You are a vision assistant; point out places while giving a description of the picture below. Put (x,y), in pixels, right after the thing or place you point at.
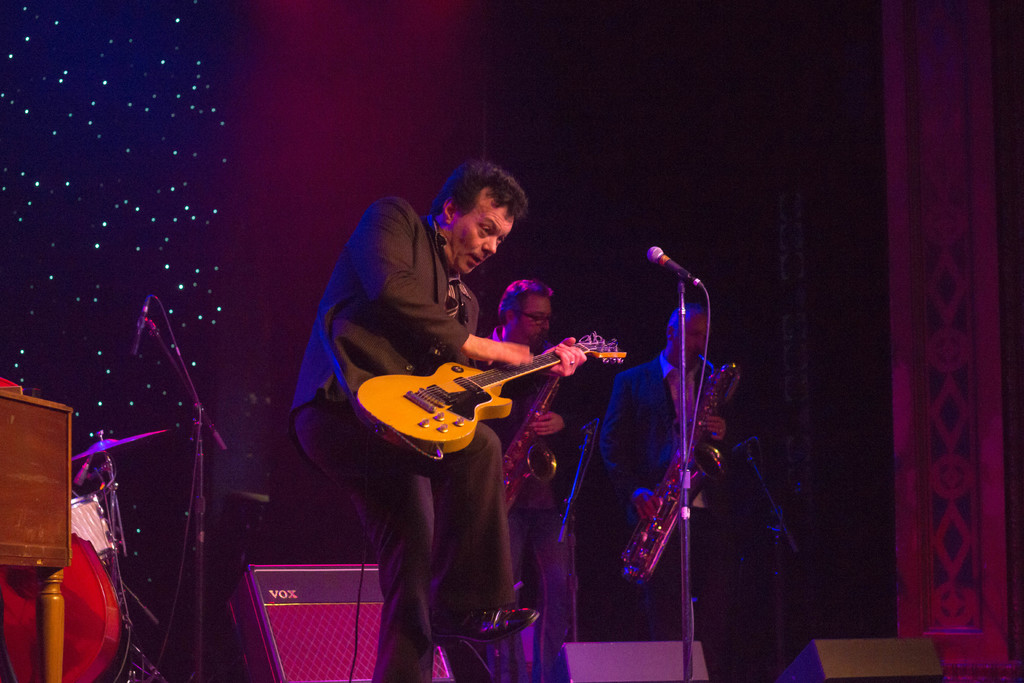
In this image i can see a man (445,314) is playing a guitar (482,391) in front of a microphone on a stage (335,507).
